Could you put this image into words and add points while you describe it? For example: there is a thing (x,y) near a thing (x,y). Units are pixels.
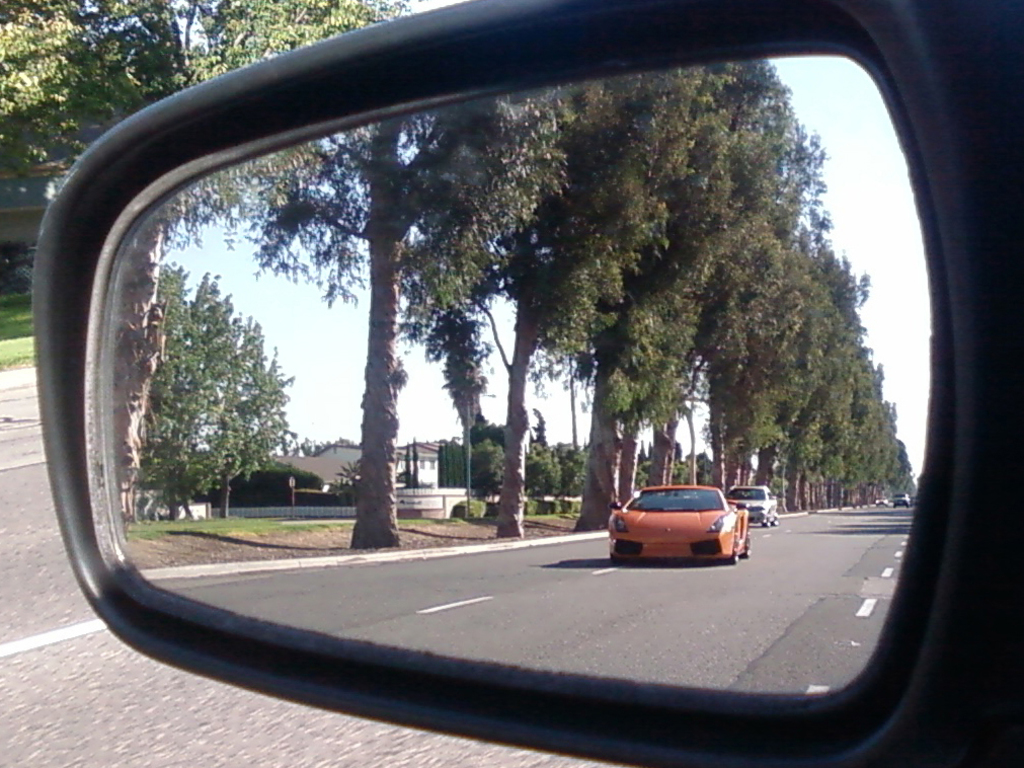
In the foreground of this image (533,648), there is a side mirror (967,566) of a vehicle (935,678). In which we can see few vehicles (688,525) moving on the road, trees (757,397), buildings (429,459) and the sky (318,342). Behind the side mirror (66,476), there is a road (34,539) and the trees (121,50).
